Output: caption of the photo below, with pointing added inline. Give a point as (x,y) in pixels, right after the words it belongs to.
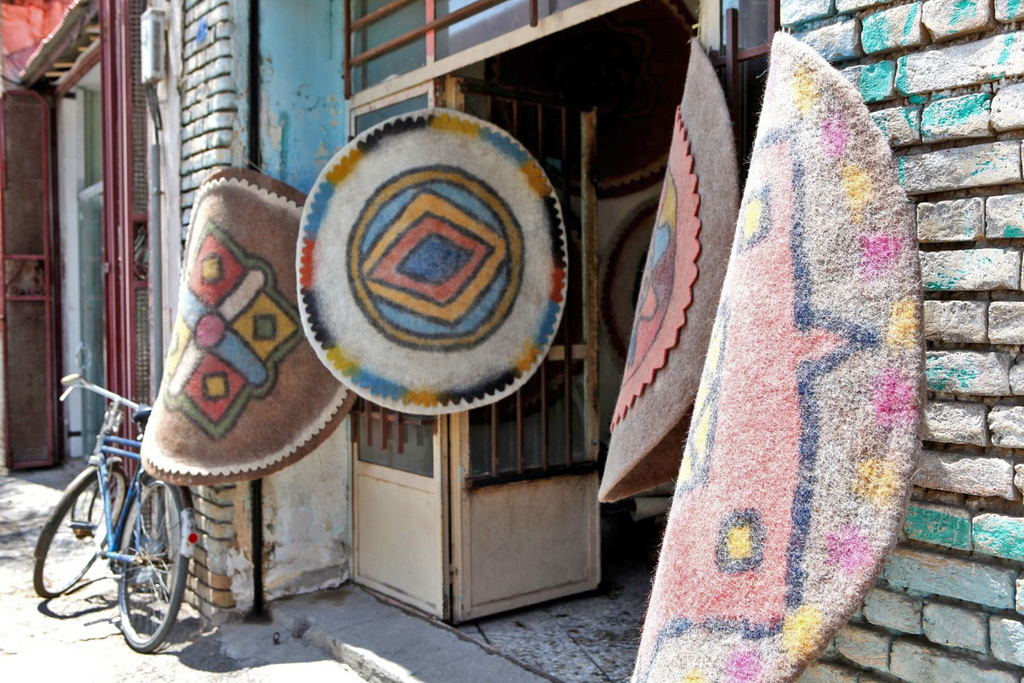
In this image there are buildings (555,16). There are doors (479,501), mats (275,422). In front of the building (36,429) there is a cycle (121,553).
